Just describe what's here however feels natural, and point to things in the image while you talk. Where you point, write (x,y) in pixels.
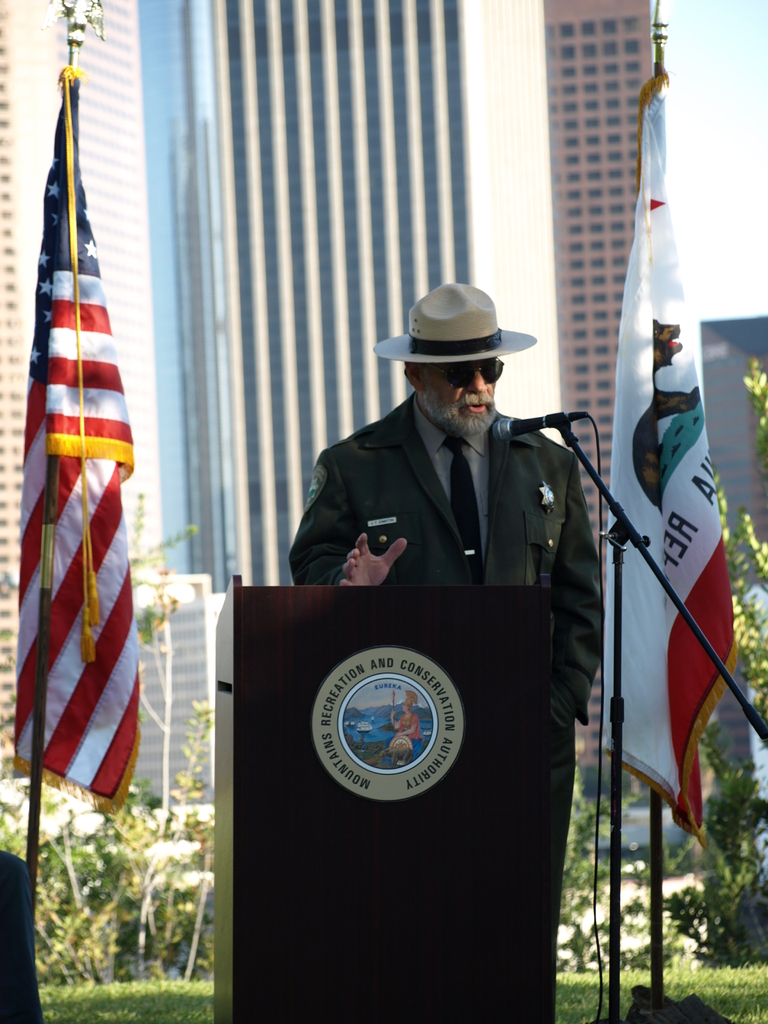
In this picture there is a person (457,412) wearing hat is standing and there is a mic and a wooden stand (532,648) in front of him and there are two flags (638,389), plants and buildings (412,194) in the background (307,188).
